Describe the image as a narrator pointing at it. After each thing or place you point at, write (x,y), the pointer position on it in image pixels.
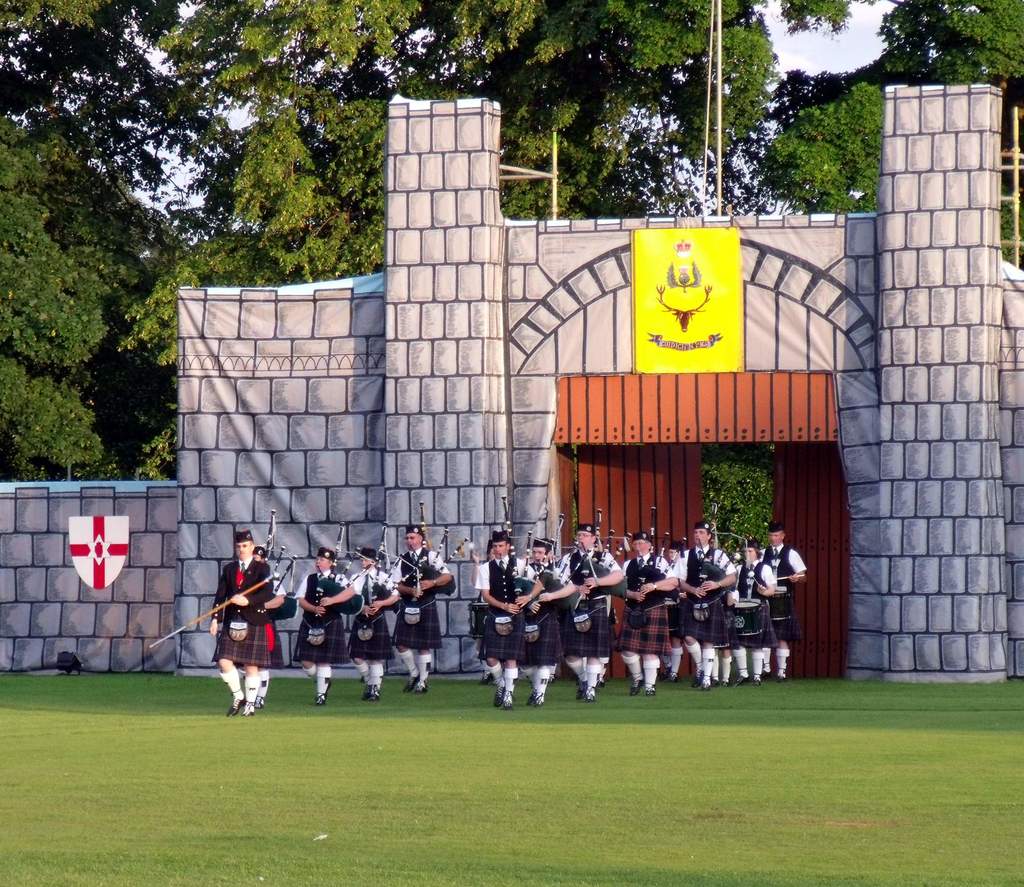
In this image, we can see a group of people (380,687) are walking on the grass (417,851) and holding some objects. Here we can see doors (611,508). Background (231,253) there are so many trees (612,199) and sky (815,45).
